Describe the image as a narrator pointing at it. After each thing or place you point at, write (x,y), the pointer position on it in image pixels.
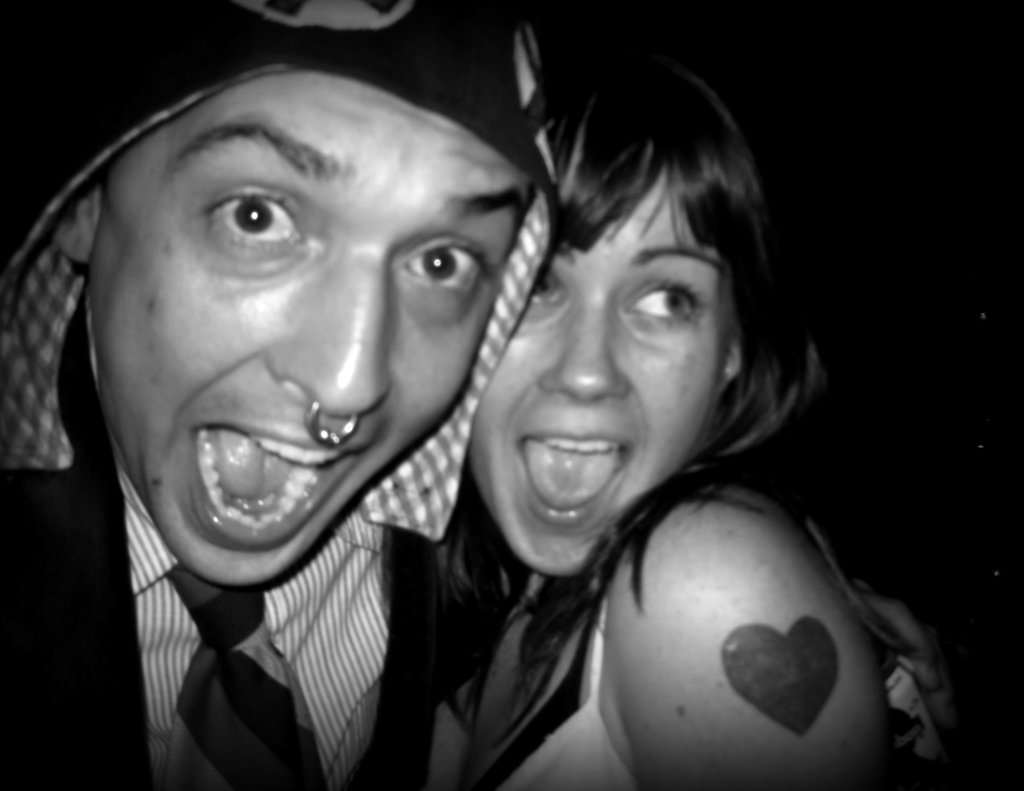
In this image I can see a man (501,170), a woman (549,289) and I can see this image is black and white in colour.
